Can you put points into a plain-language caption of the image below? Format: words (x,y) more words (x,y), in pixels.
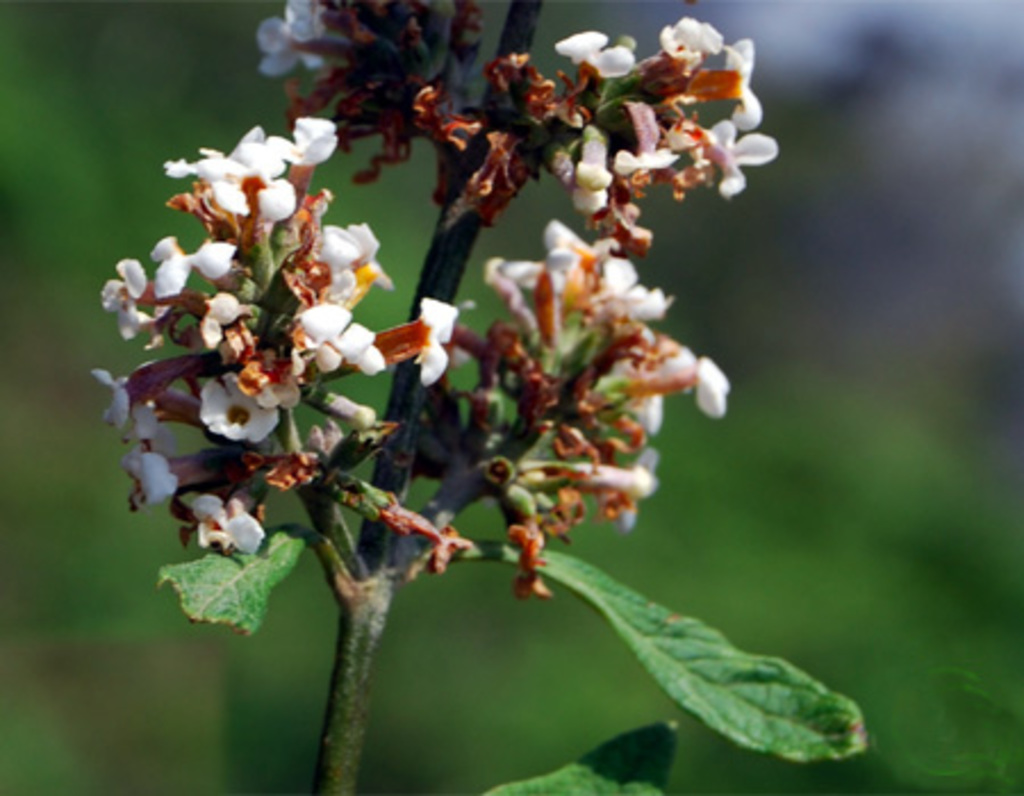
In this image we can see the flowers (353,505) in branch (393,590). And we can see the leaves (798,706). And we can see the background (824,509) is blurred.
